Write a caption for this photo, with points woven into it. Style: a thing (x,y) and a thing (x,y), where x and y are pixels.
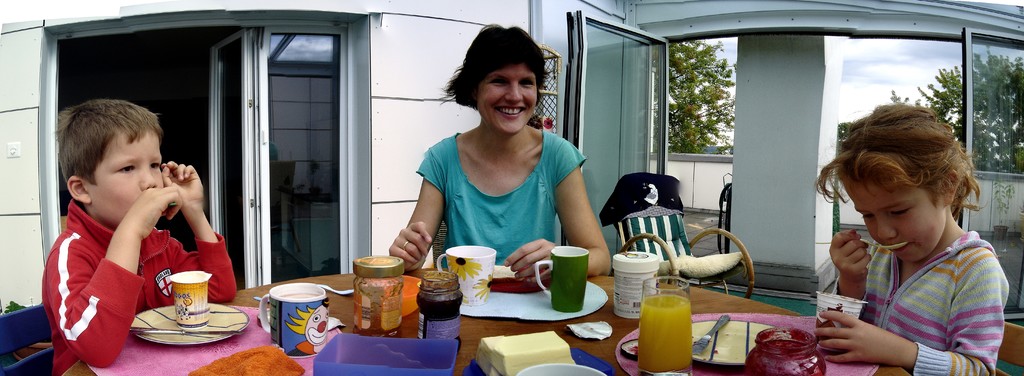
In this image there are three people (424,218) who are sitting on a chair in front of them there is one table (523,313) on that table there are plates (221,313), spoons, cups (197,320), and jars (425,295), bowls (413,290) are there. On the right side of the table (635,318) there is one glass (647,321) and that glass (655,323) is filled with juice (667,331) in the middle of the image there is butter (518,351) on the top of the image (515,19) there is wall (470,42) and on the left side of the image (258,111) there is a glass window (260,104) on the right side of the image (1001,104) there is another glass window (975,99) and sky (907,67) and trees (692,80) are there and in the middle of the image (663,220) there is one chair (689,244) on that chair (682,246) there is one pillow (680,253).
